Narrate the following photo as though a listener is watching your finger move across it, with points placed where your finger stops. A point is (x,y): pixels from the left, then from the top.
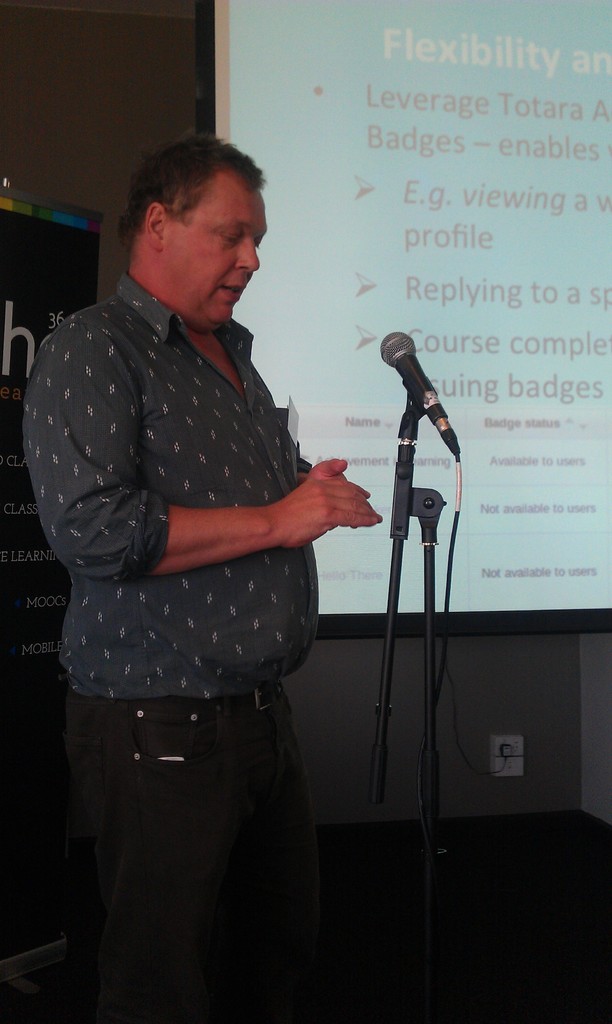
In the picture we can see a man (123,869) standing and talking something near the microphone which is in the stand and beside him we can see a screen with some information on it and behind the screen (404,280) we can see a wall (531,743) with a black color board (36,607) on it with some information.
